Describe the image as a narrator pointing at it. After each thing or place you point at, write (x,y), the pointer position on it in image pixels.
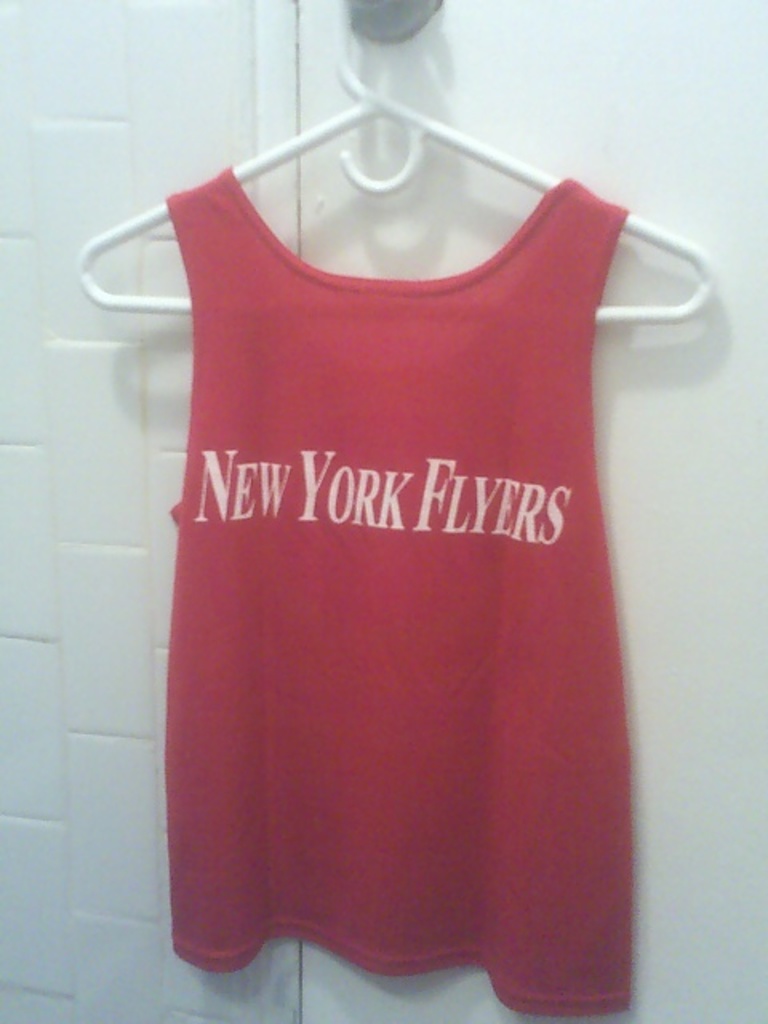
In this image I can see the red color dress (345,487) to the hanger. On the dress (322,288) I can see the name new York flyers (397,509) is written. In the background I can see the white wall (158,487).
